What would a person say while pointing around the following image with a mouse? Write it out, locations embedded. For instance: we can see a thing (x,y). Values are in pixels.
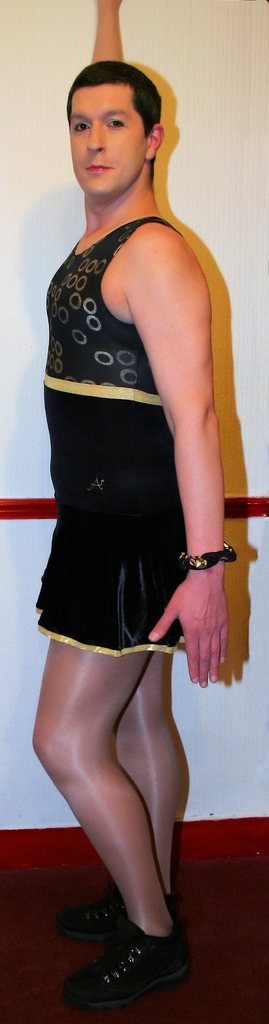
In the front of the image (83,739) I can see a person (125,939) is standing. In the background of the image (184,205) there is a wall (187,24).
